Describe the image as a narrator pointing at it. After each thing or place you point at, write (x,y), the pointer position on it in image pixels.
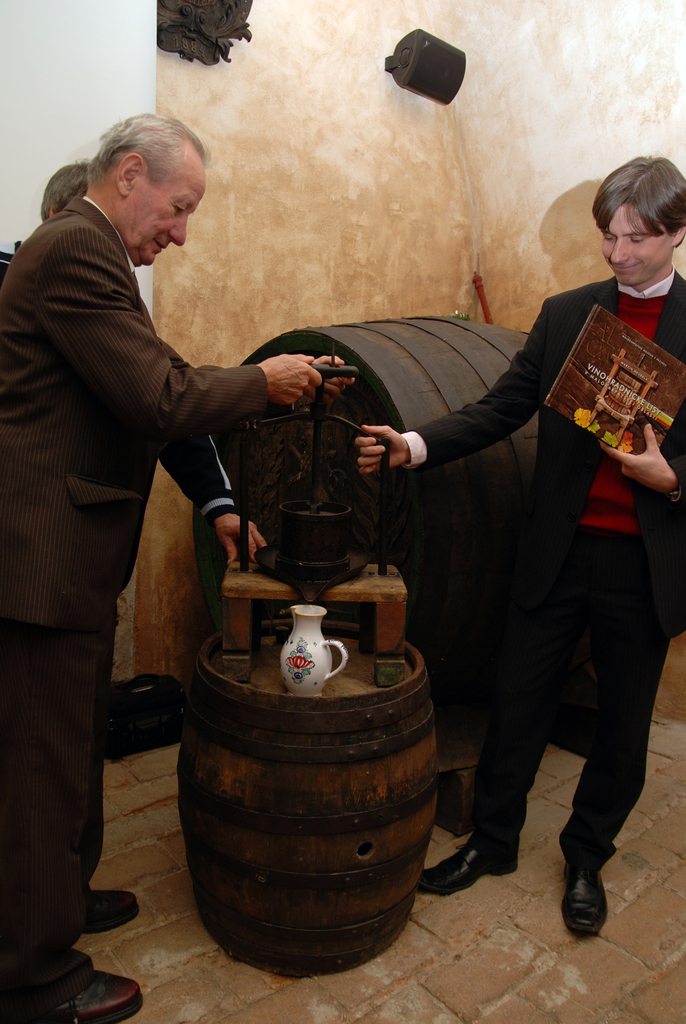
On the left side (69,319), there are two persons (69,319) one of them is holding an object (311,366) which is on the stool (398,594). On the right side (649,601), there is another person (637,233) who is holding black color object (380,437) which on the stool (399,581). There is a jug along with the stool (394,574) on the barrel (426,745) which is on the floor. In the background (403,328), there is a tank (388,363) near the wall (375,102).
